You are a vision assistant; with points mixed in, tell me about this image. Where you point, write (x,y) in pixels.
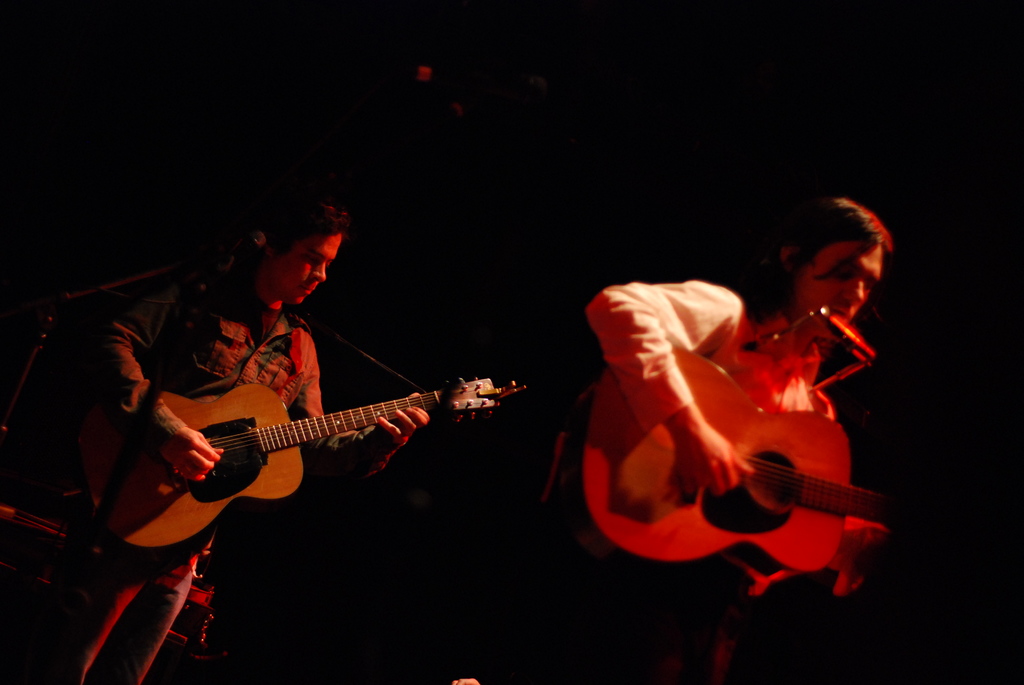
As we can see in the image there are two people (167,313) standing and holding guitars (111,525).
